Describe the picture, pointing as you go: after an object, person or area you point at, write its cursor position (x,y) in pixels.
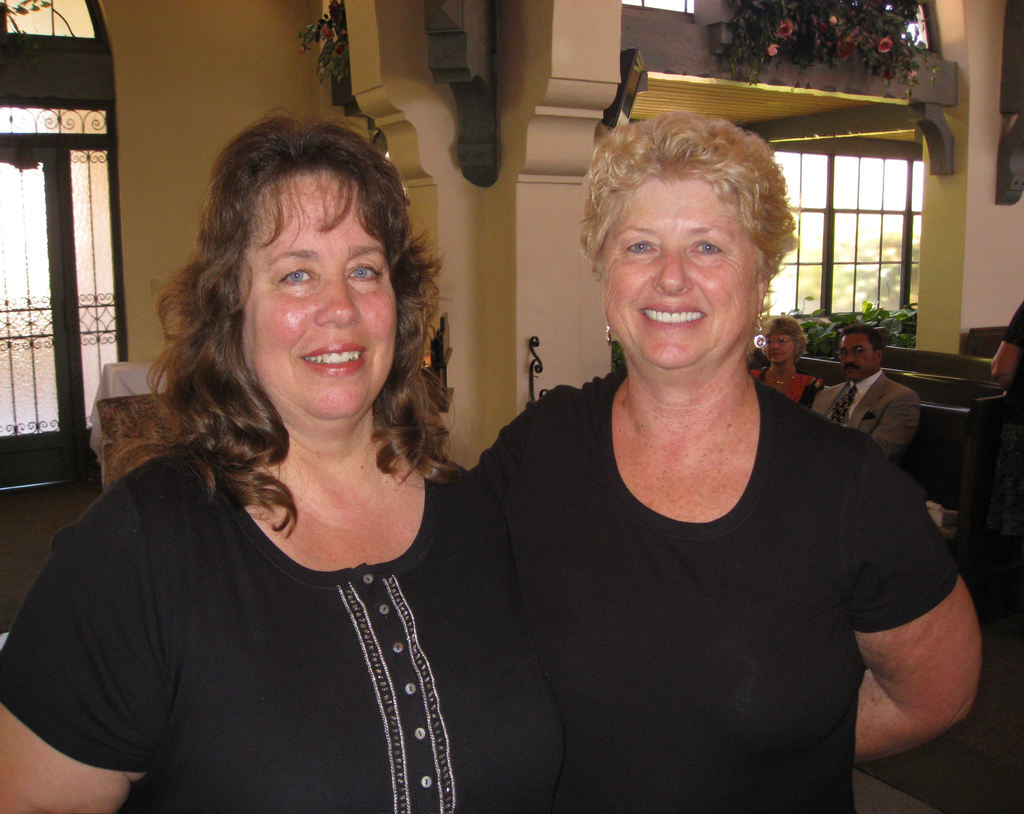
In this image in the front (440,459) there are women (395,537) standing and smiling. In the center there are persons (847,391) sitting and there is a person (1008,358) standing. In the background (856,168) there are windows (816,183), flowers (797,57) and there is a wall (419,204).
